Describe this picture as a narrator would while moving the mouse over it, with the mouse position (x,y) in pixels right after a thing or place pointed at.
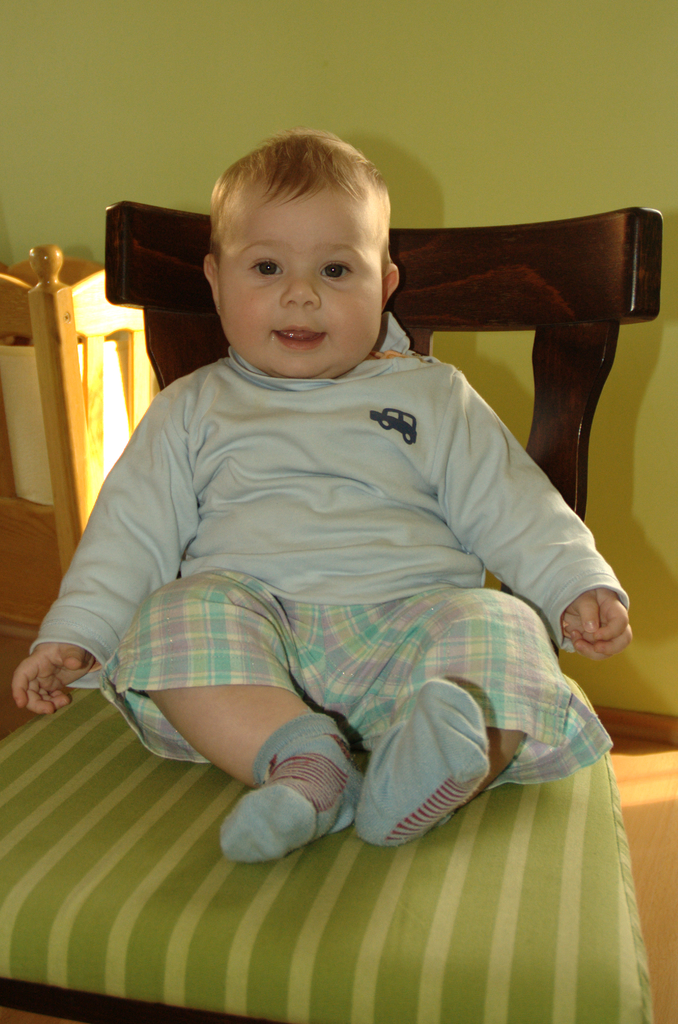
In this image we can see a kid (438,551) is sitting on a chair (229,943). In the background (76,358) we can see a wooden object (67,355), floor (640,808) and wall (307,18).
